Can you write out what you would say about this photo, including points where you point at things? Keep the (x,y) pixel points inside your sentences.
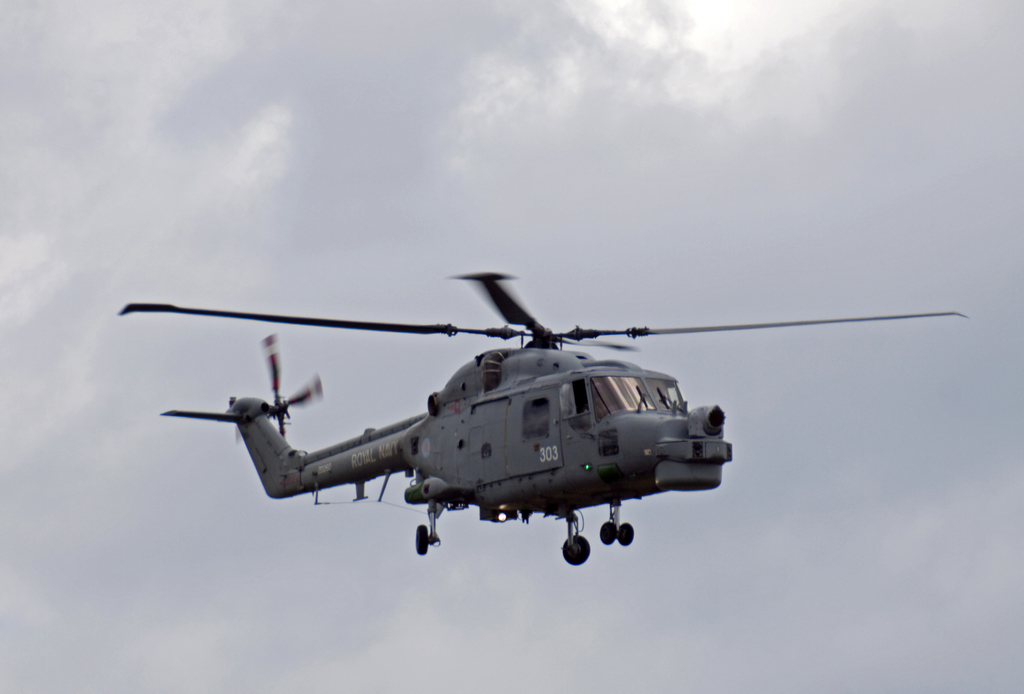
In this picture we can see a helicopter (505,508) in the sky (84,323). Sky (551,262) is cloudy.
